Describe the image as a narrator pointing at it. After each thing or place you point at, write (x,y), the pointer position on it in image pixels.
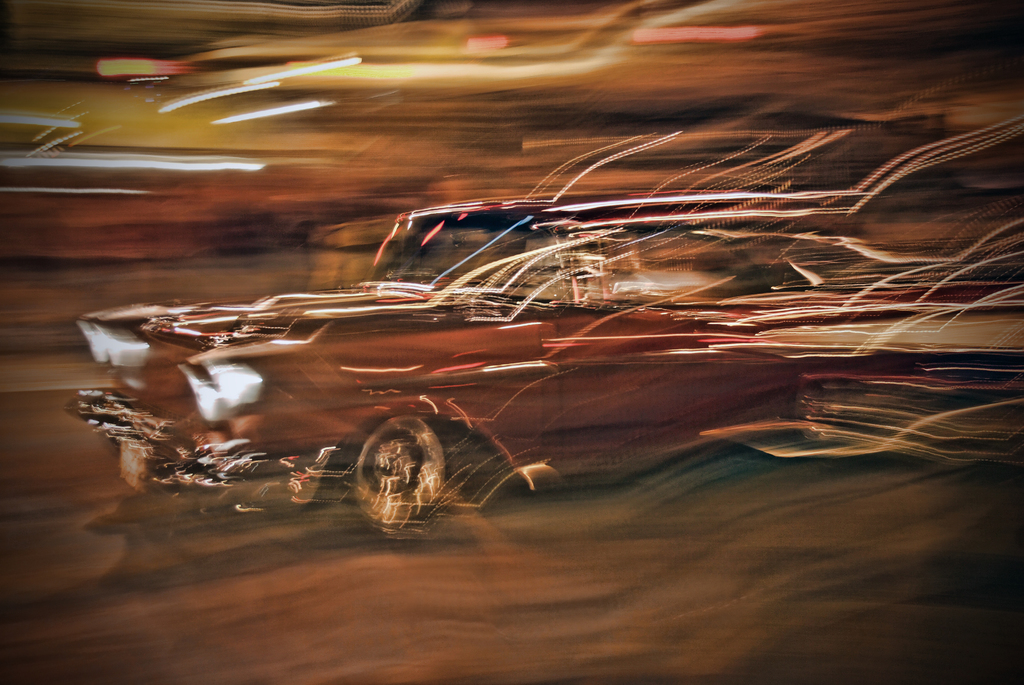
This picture seems to be taken in a motion. In the center (396,319) we can see a vehicle (590,421) seems to be running on the ground (728,493). The background of the image (41,137) is blurry and we can see the lights (64,120) in the background (254,116).
